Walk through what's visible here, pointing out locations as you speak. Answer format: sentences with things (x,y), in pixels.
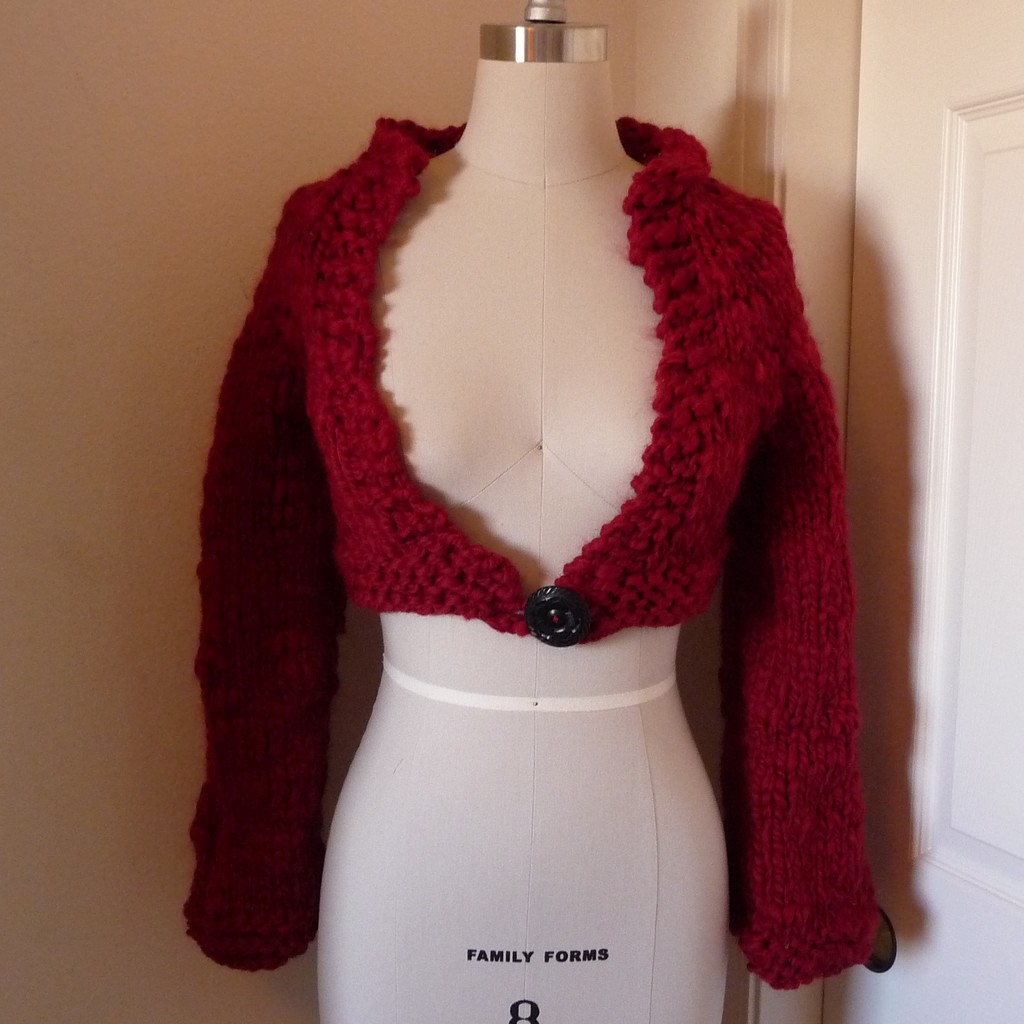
Here I can see a red color jacket (520,578) to a mannequin (427,204). On the right side (918,428) there is a white color door (950,628). In the background (126,190), I can see the wall (120,376).
